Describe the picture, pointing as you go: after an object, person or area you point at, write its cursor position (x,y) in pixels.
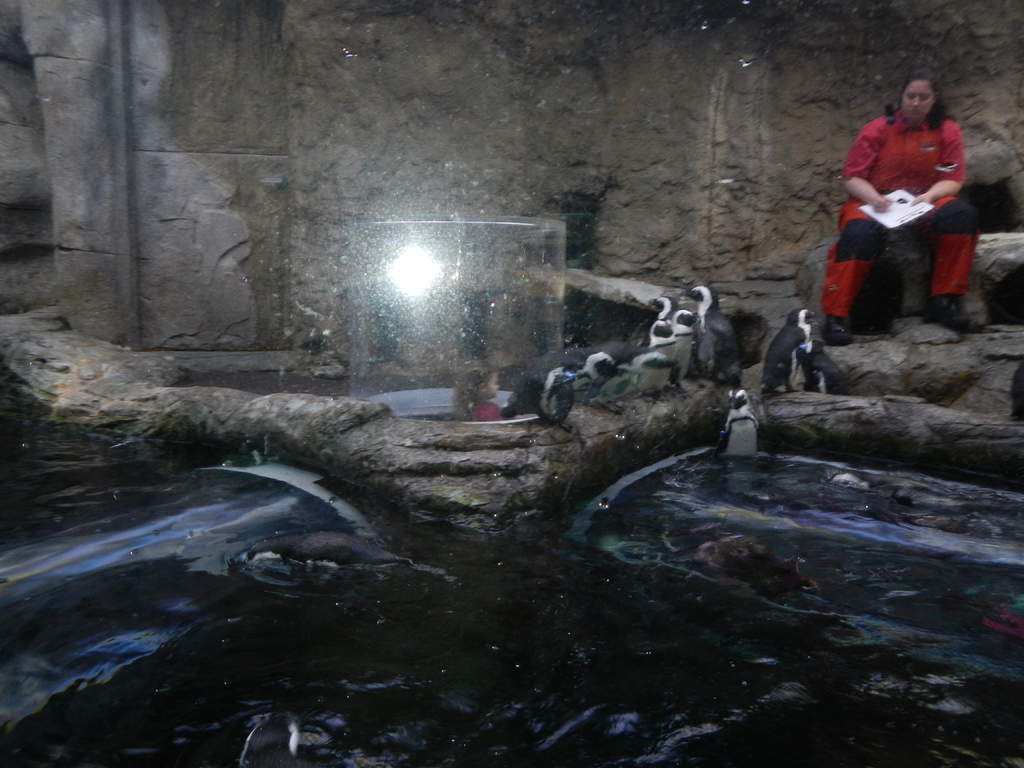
In the middle of the image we can see some birds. Behind the birds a woman (926,174) is sitting and holding a book (907,222). At the top of the image (762,213) there is wall (55,101).
